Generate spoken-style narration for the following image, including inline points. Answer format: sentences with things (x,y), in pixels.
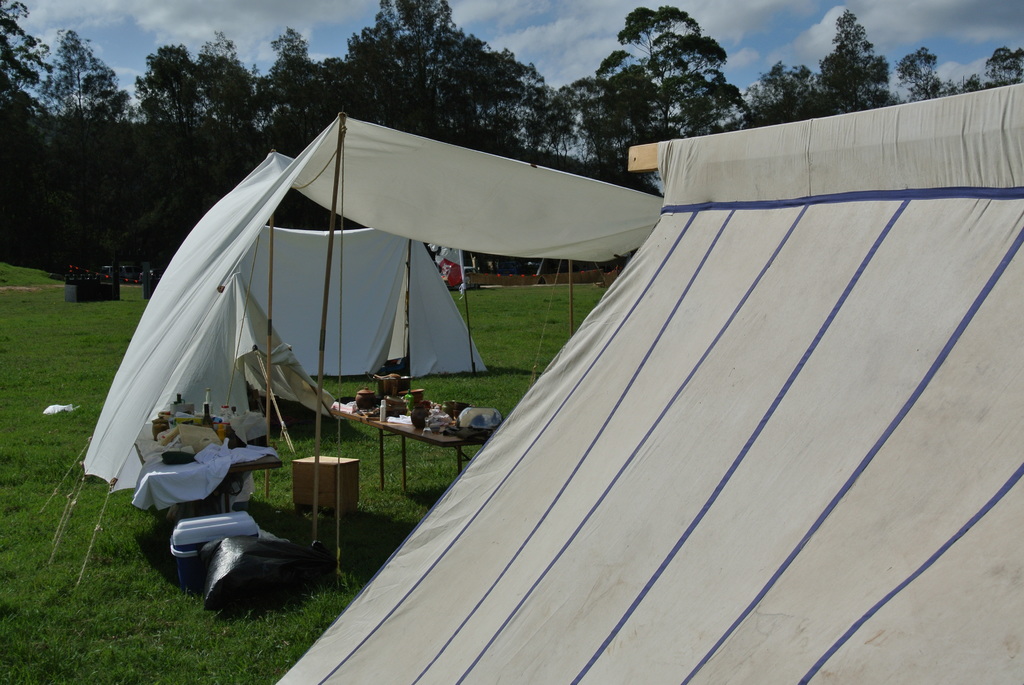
In this image in front (512,455) there are tents (429,373) and under the tents (349,327) there are tables (395,424) and on top of the tables (408,433) there are few objects (414,392). At the bottom of the image (122,606) there is grass (160,643) on the surface (161,643). In the background (730,37) there are trees (140,182) and sky (802,15).
